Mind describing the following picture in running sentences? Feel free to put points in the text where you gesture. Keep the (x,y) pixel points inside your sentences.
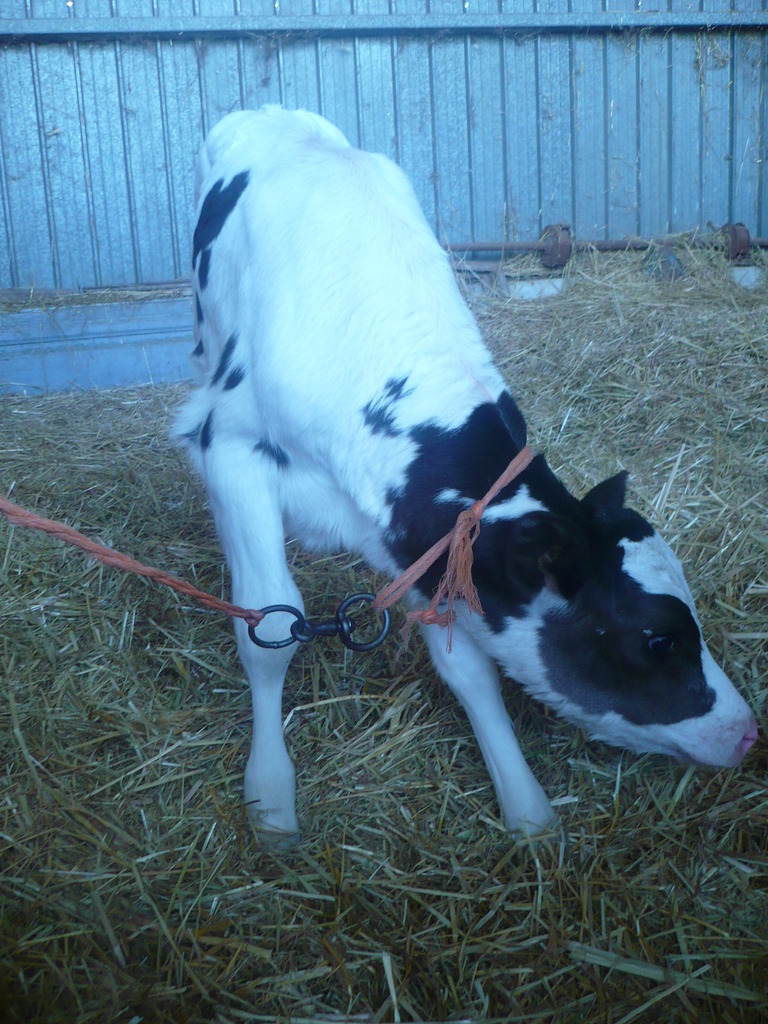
In this picture I can see a calf (268,376) and I can see dry grass (62,942) and I can see string (228,602) to its neck (430,545) and looks like a wall (62,190) in the background (186,18).
